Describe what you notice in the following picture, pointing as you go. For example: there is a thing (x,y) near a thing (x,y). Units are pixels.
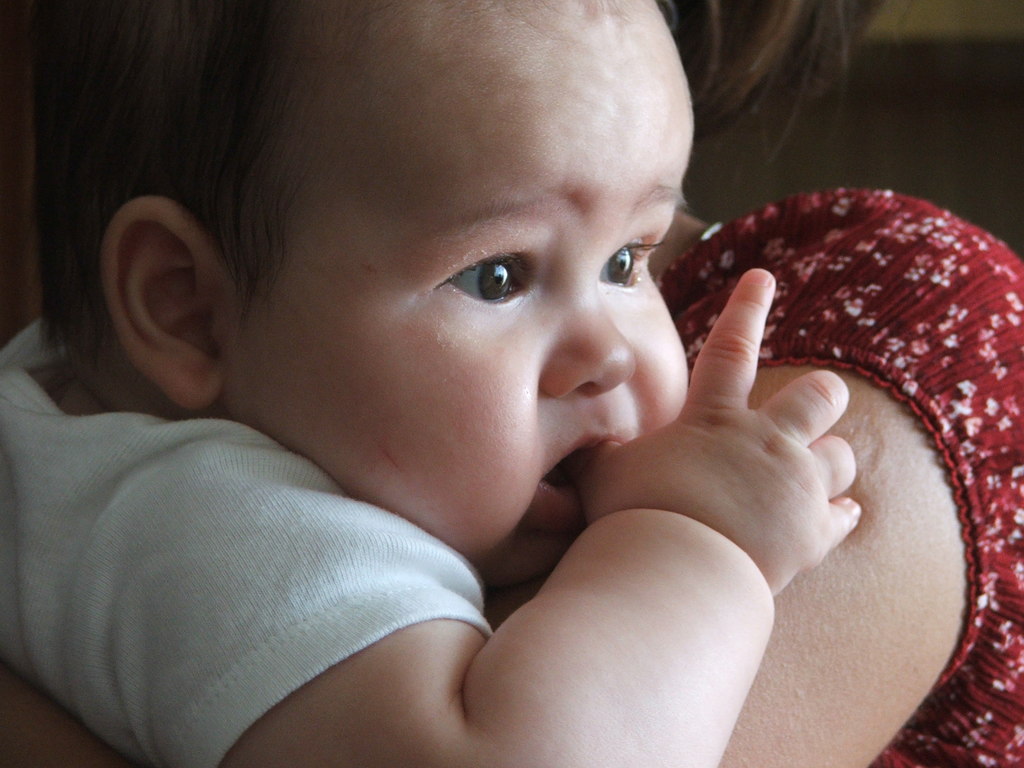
In this picture I can see a woman (845,539) holding a baby (444,609).
